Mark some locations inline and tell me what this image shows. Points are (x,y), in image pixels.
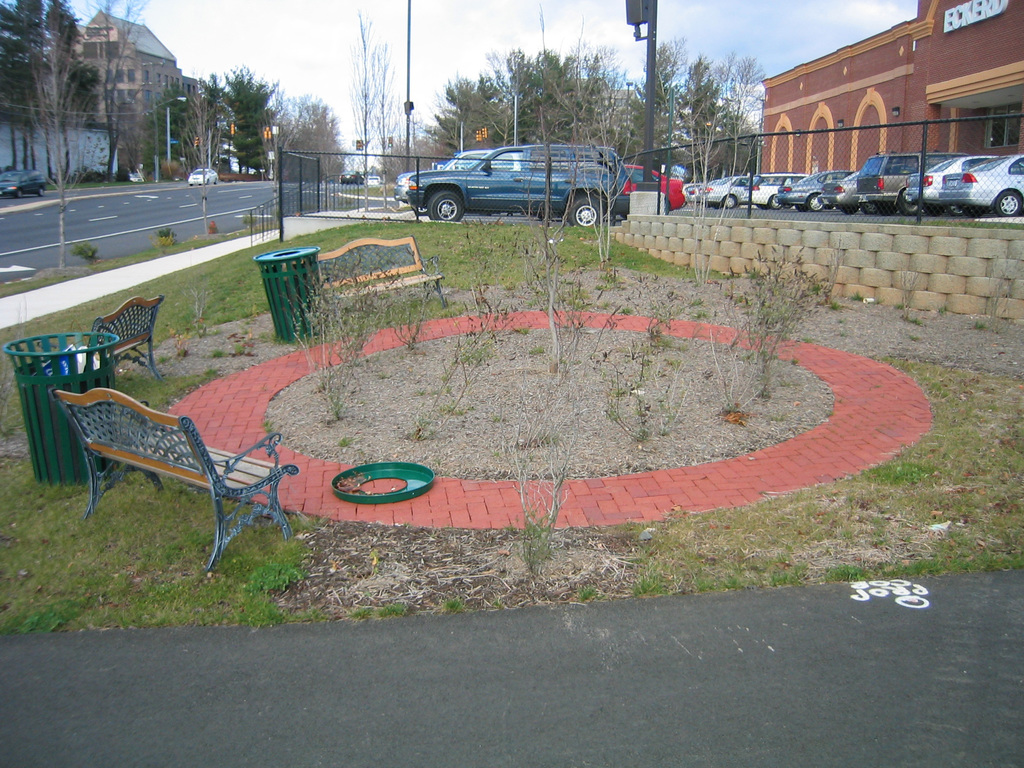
In the center of the image (506,284) we can see the plants (365,365), grass (471,250), benches (158,431), garbage bins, wall (766,267). In the background of the image (71,143) we can see the buildings (19,154), windows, wall (79,164), trees (492,134), vehicles (487,171), poles (636,28), light (638,38), road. At the bottom of the image (585,686) we can see the road (535,659). In the center of the image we can see the mesh (848,214). At the top of the image (452,18) we can see the clouds (897,19) are present in the sky (897,19).
